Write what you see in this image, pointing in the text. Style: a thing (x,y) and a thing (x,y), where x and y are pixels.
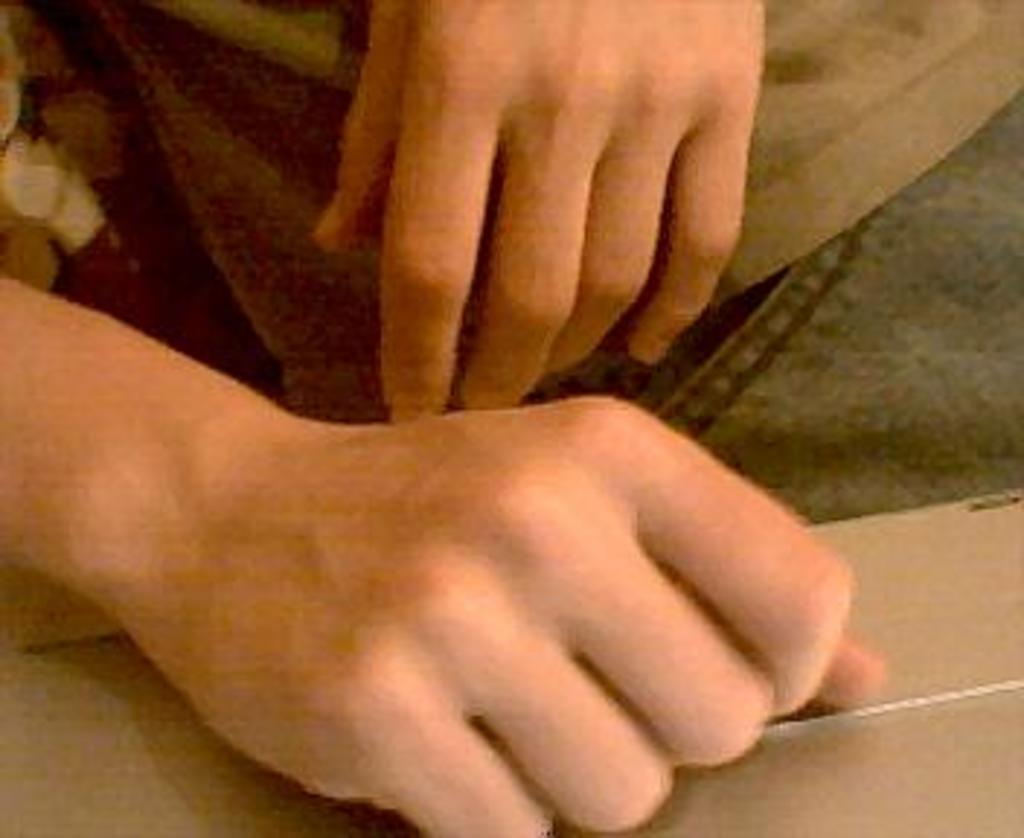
In the image we can see two hands (364,746).
